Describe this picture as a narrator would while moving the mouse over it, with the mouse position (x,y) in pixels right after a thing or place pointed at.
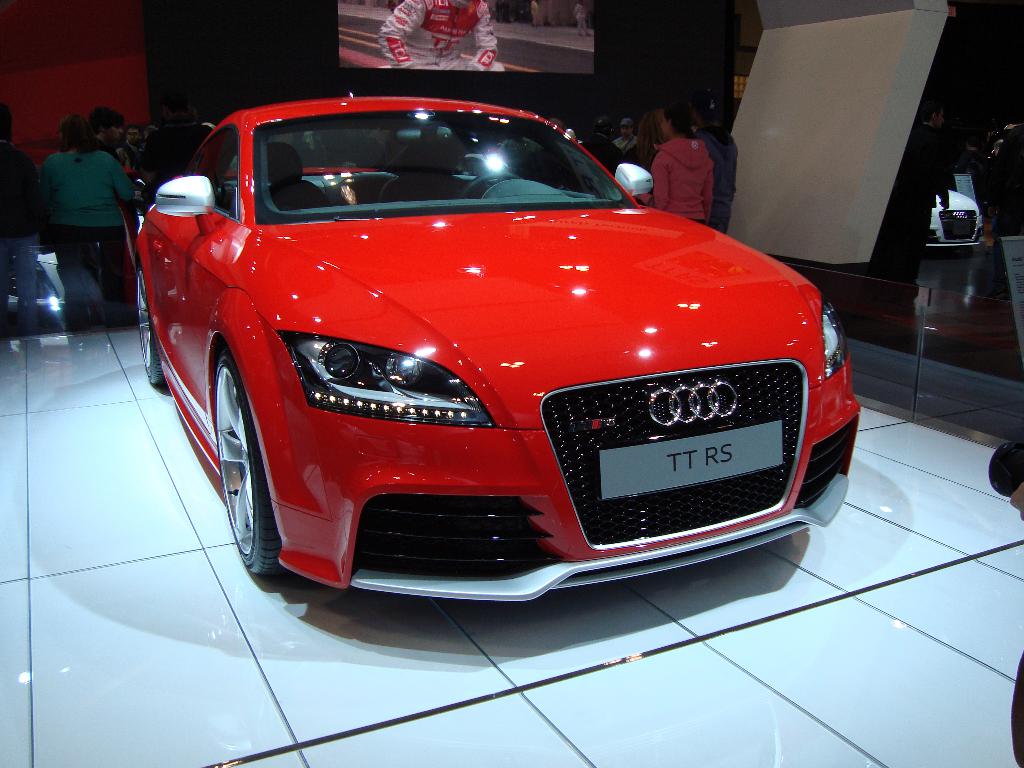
Here in this picture we can see a red colored car (245,268) present on the floor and behind that we can see number of people (606,163) standing and watching it and above that we can see a digital screen (529,64) with something playing on it and in the far we can see other cars (950,196) also present.
